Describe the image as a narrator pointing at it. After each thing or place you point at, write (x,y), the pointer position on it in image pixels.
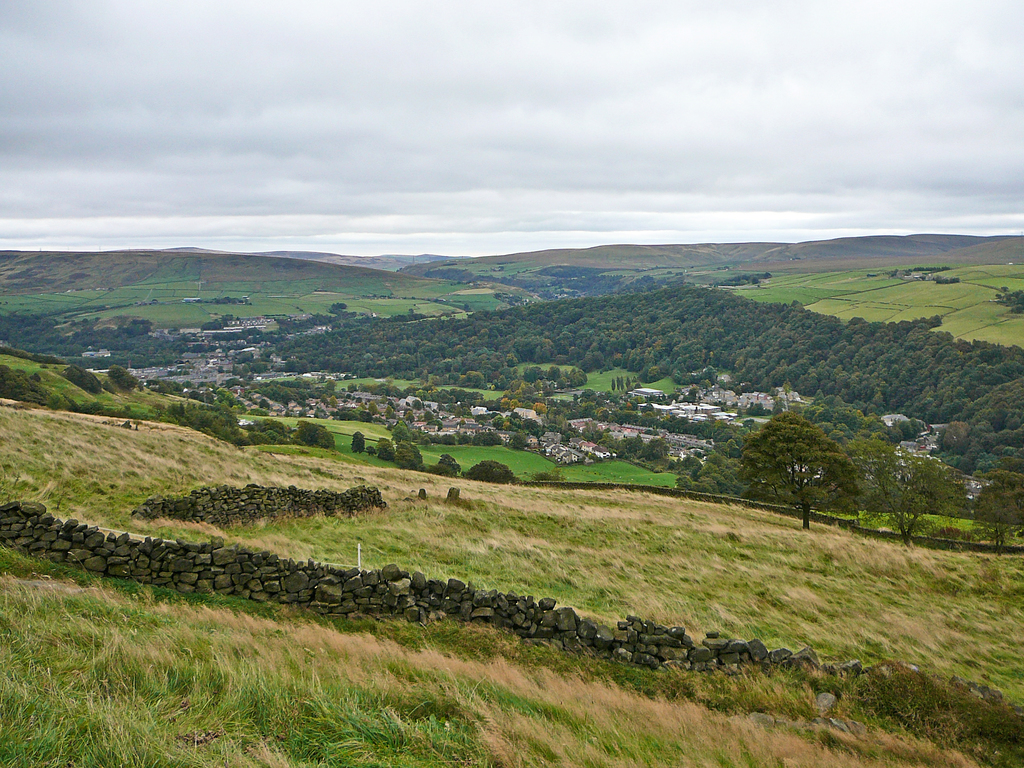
There are stone walls (404,605), grass (361,715) and trees (948,488) on a mountain (702,641). In the background (83,332), there are buildings (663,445), trees (331,334), grass (105,313), farm fields (953,272) and mountains (1012,253) on the ground (838,261) and there are clouds (485,108) in the sky (244,81).
